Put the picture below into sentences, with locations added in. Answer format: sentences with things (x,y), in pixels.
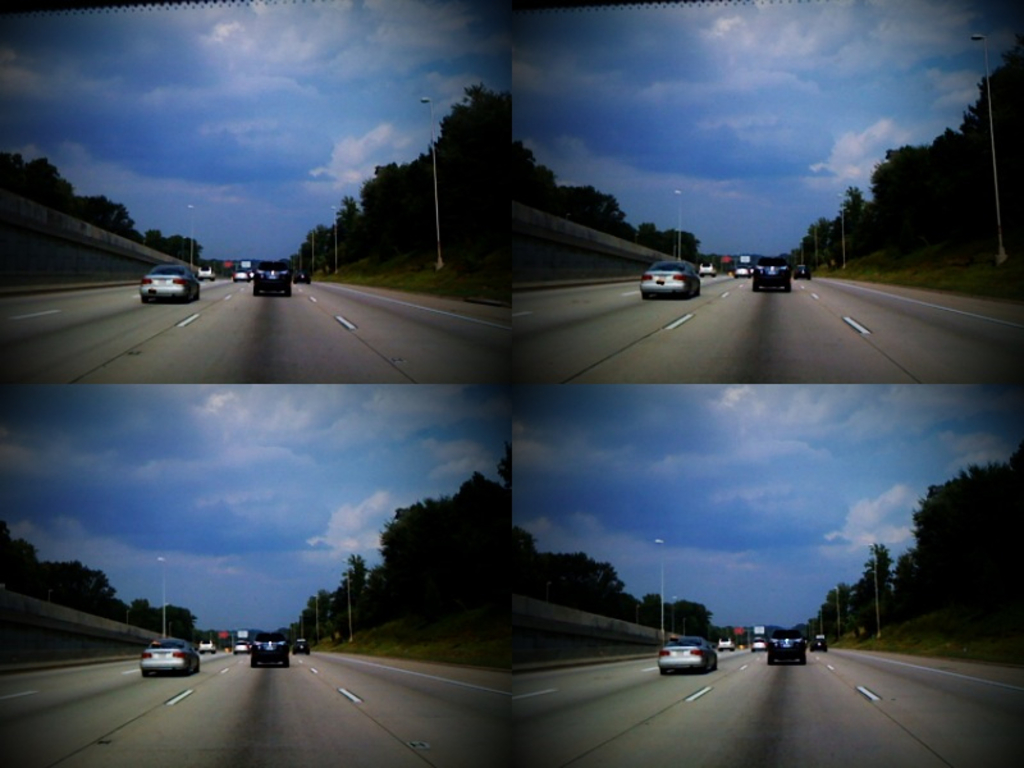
This is a collage of similar picture. We see cars (258,284) moving on the road (744,350) and few trees (315,639) and we see few pole lights (439,243) and a blue cloudy Sky (531,134).
